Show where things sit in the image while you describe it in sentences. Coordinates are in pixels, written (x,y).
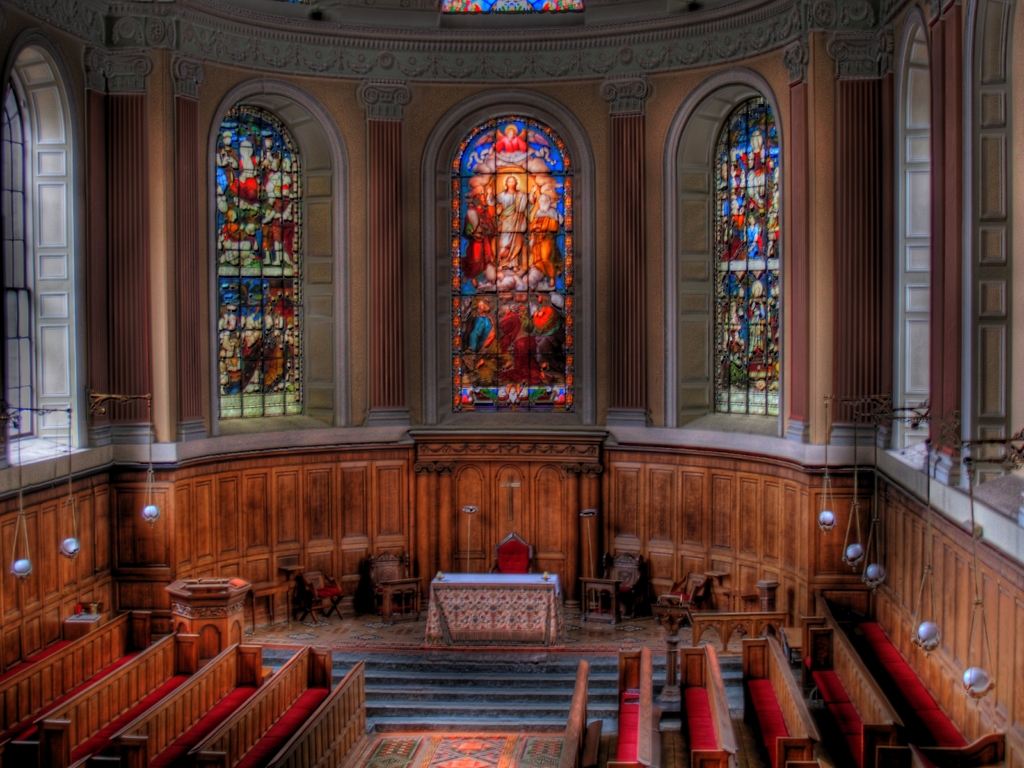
This is inside view of a building (504,372). We can see benches (727,760), chairs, tables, objects (856,516), windows (487,260), wall (329,528) and there are designs (495,250) on the window glasses (502,281).
